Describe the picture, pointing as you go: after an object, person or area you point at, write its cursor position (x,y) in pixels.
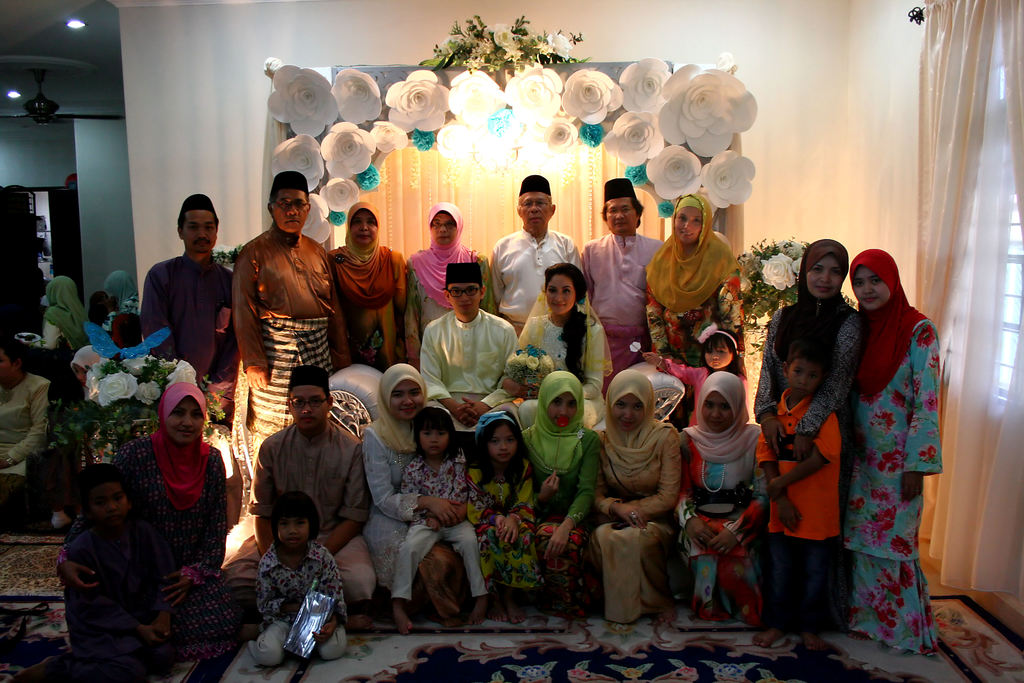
In this image a group of people (373,423) sitting on sofas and few (788,343) are standing and they are giving pose for a photograph, in the background (215,51) there is a wall (761,47) and there are flowers (662,74) decorated for that wall (853,156).
